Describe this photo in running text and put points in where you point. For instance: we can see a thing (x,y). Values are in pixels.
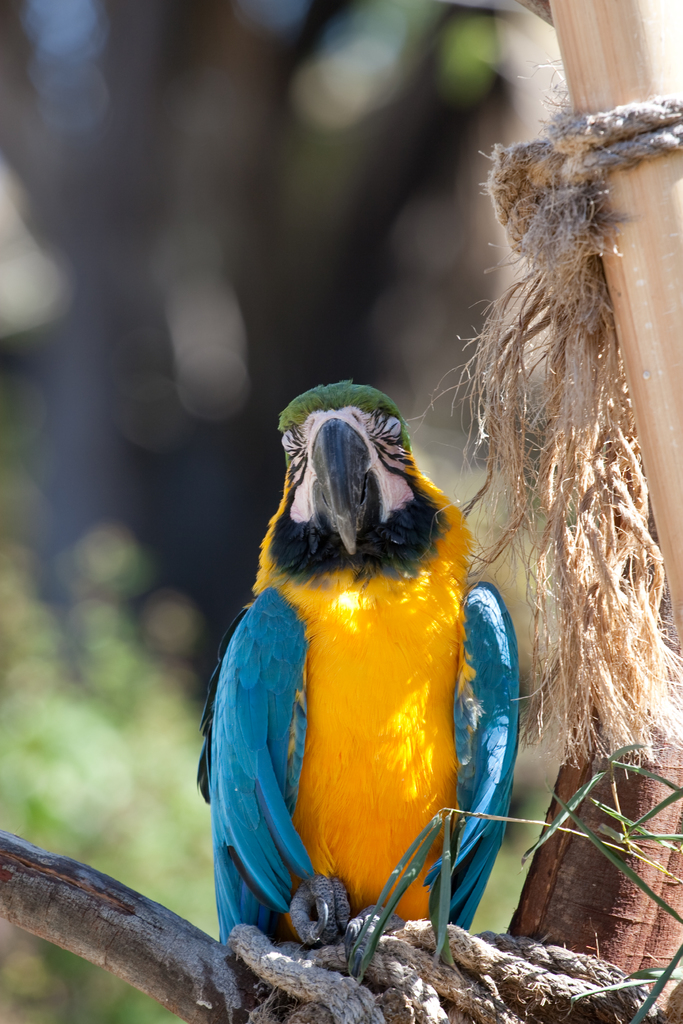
In this image I can see a bird (237,716) sitting on the tree (174,998).
